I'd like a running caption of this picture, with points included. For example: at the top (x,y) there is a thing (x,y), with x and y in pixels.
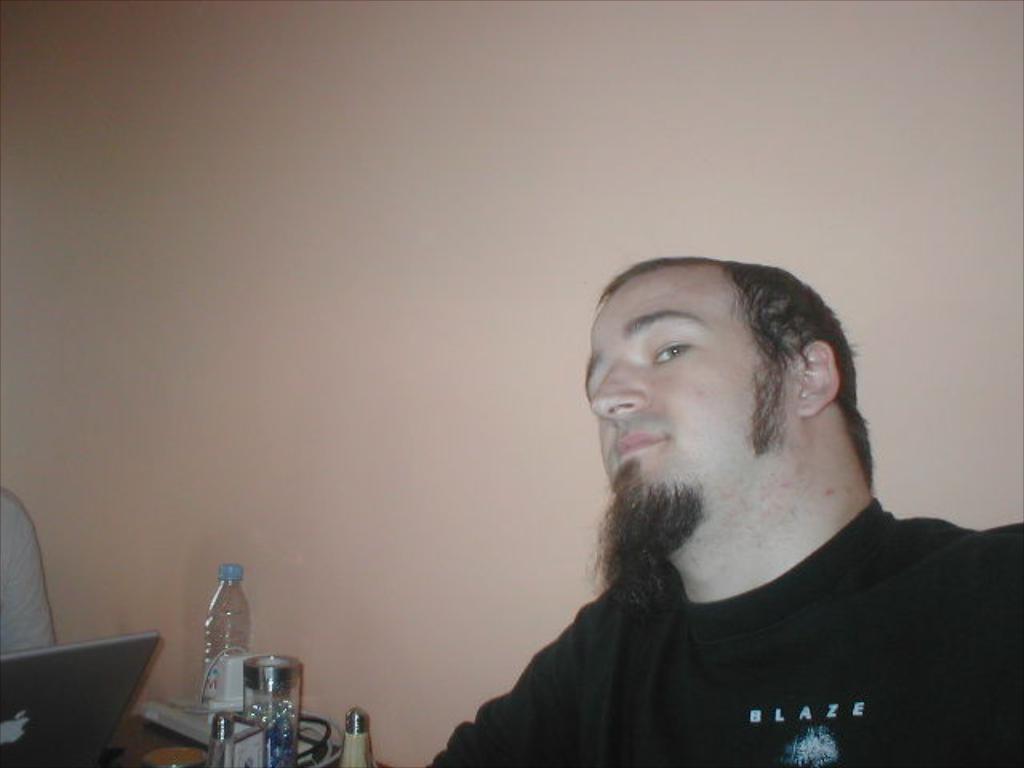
This picture is mainly highlighted with a man (682,523) with beard (675,506), wearing black colour tshirt (788,678). Here we can see a laptop (117,651), bottle (250,613) and a mug (264,722) on the table (156,728). On the background (385,168) there is a wall (640,236).
